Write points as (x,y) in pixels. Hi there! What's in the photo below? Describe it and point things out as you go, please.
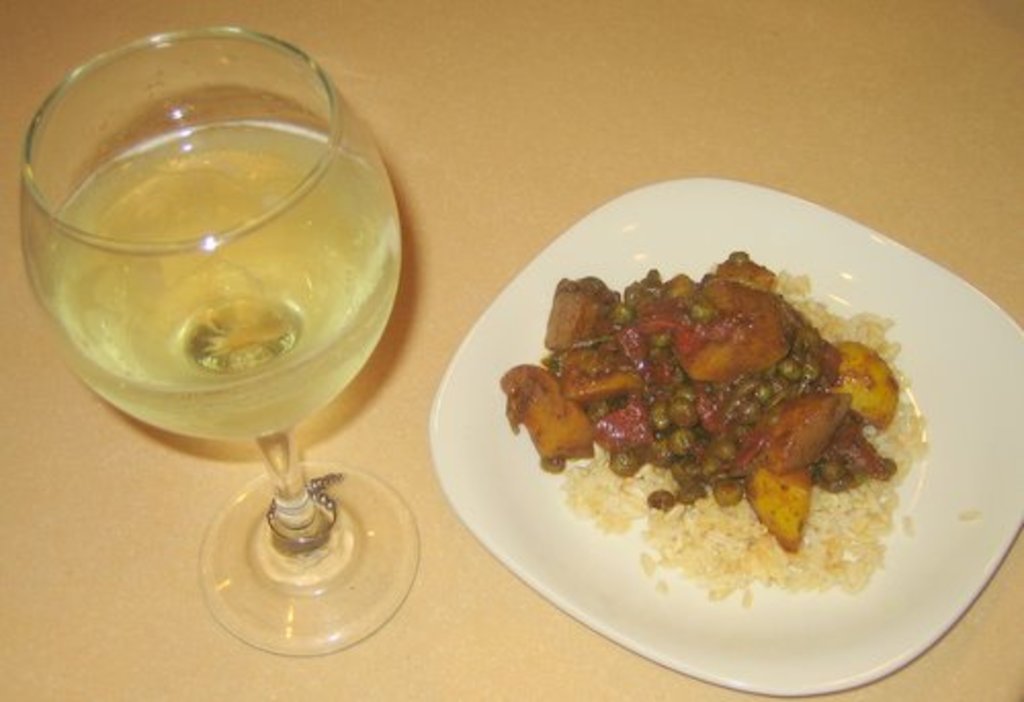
On the right side of this image (883,443) there is a plate (495,468) which consists of some food item (670,398). Beside there is a glass (275,381) with some drink (260,270). These are placed on a table (637,94).
